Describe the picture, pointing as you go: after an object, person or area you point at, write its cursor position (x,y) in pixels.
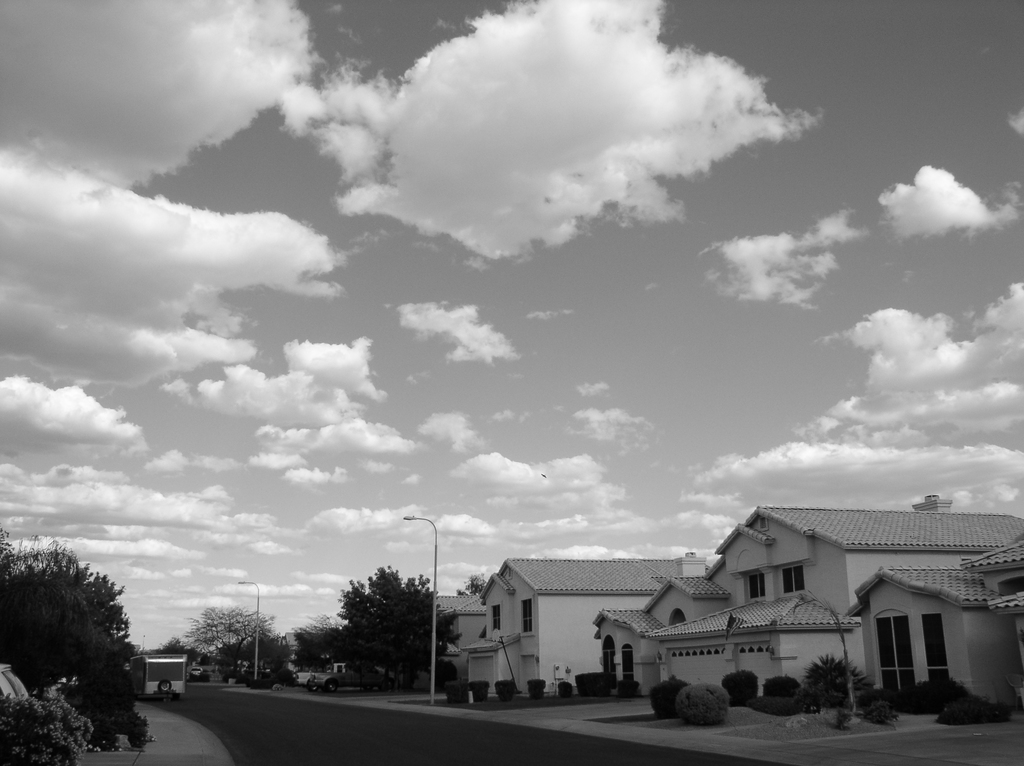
This picture consists of a road (494,739), on the road (449,719) I can see vehicles (311,685) and street light poles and on the right side (864,604) there are houses (951,633), in front of houses (951,633) I can see trees (397,632) and bushes (691,690) visible and on the left side (10,645) trees (50,547) visible, at the top (339,186) I can see the sky (408,322) and the sky (461,166) is cloudy.
